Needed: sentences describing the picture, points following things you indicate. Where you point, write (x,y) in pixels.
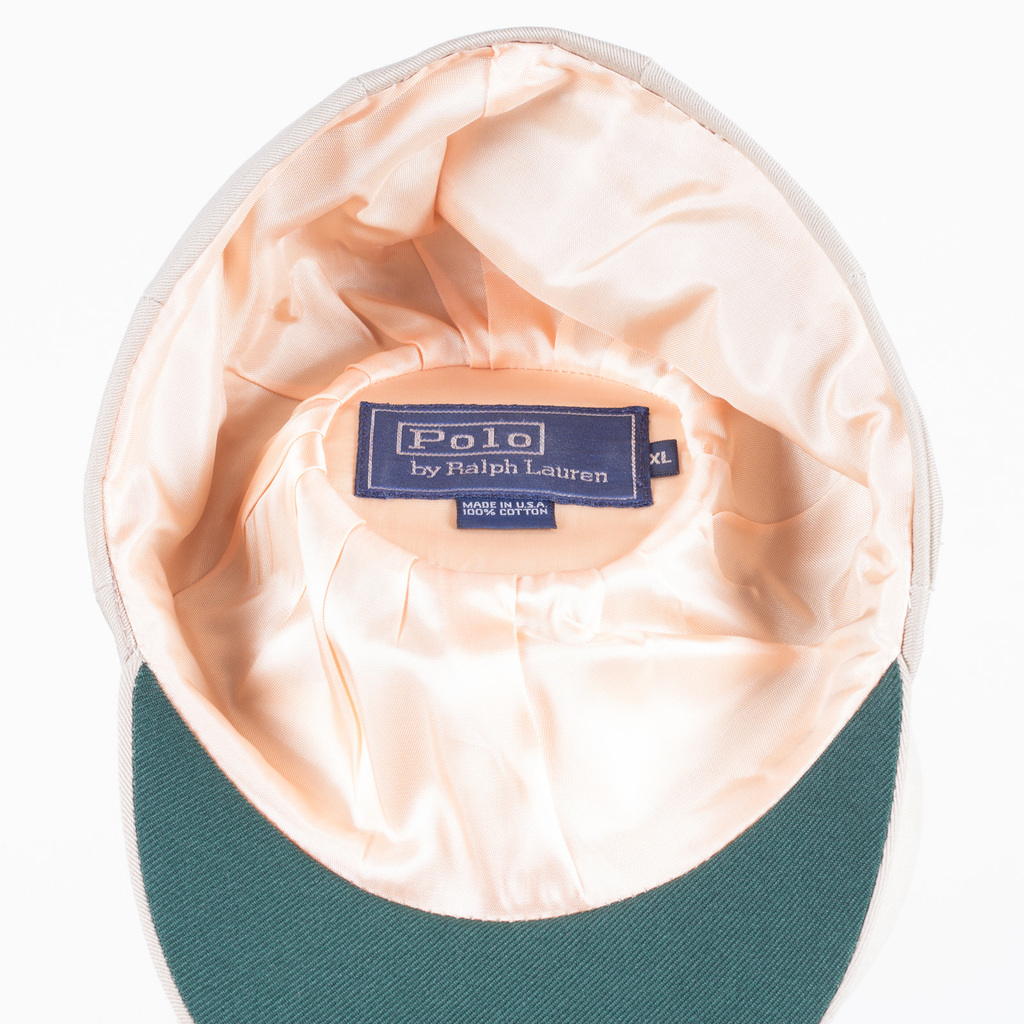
In this picture we can see a cap (777,657) in the front (777,657), there is some text (498,464) in the middle (471,443), we can see a plain background (906,195).
